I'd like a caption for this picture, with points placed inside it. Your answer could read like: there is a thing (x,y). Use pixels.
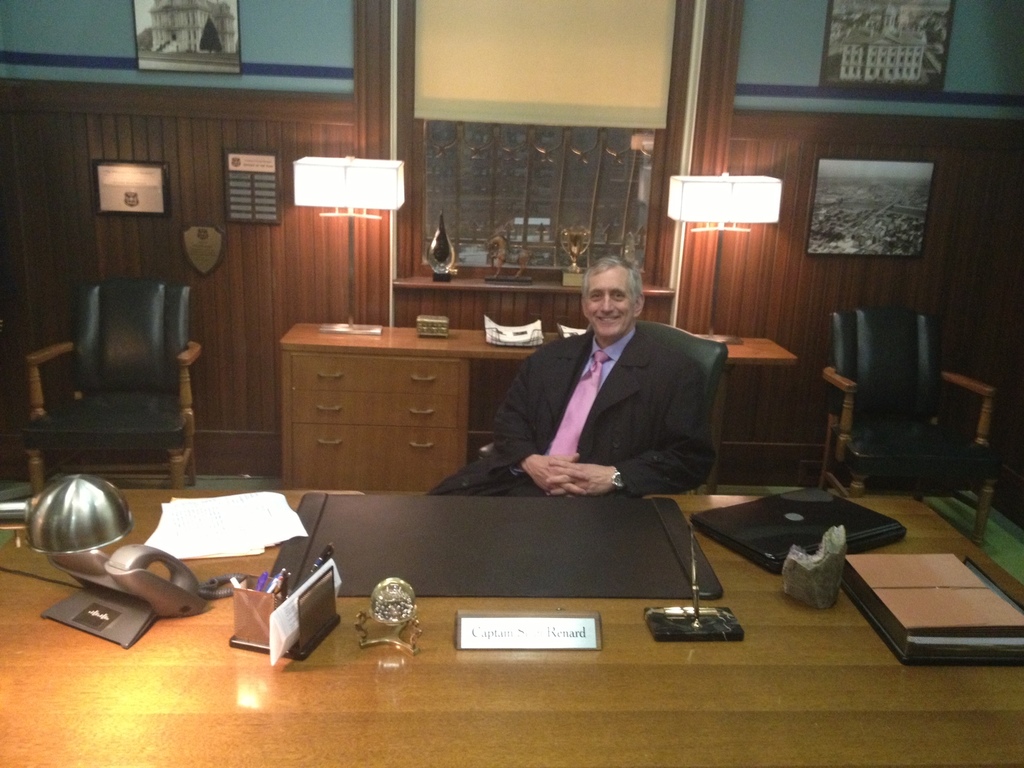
In this picture we can see man (625,448) sitting on chair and smiling and in front of him there is table (86,690) and on table (114,717) we can see lamp (105,534), telephone (139,552), papers (221,540), pen stand (256,598), laptop (850,521), name board (474,631), tray (946,655) and in background (466,456) we can see wall (126,56), frame (158,35), light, chair (167,353), cupboards (416,410).
